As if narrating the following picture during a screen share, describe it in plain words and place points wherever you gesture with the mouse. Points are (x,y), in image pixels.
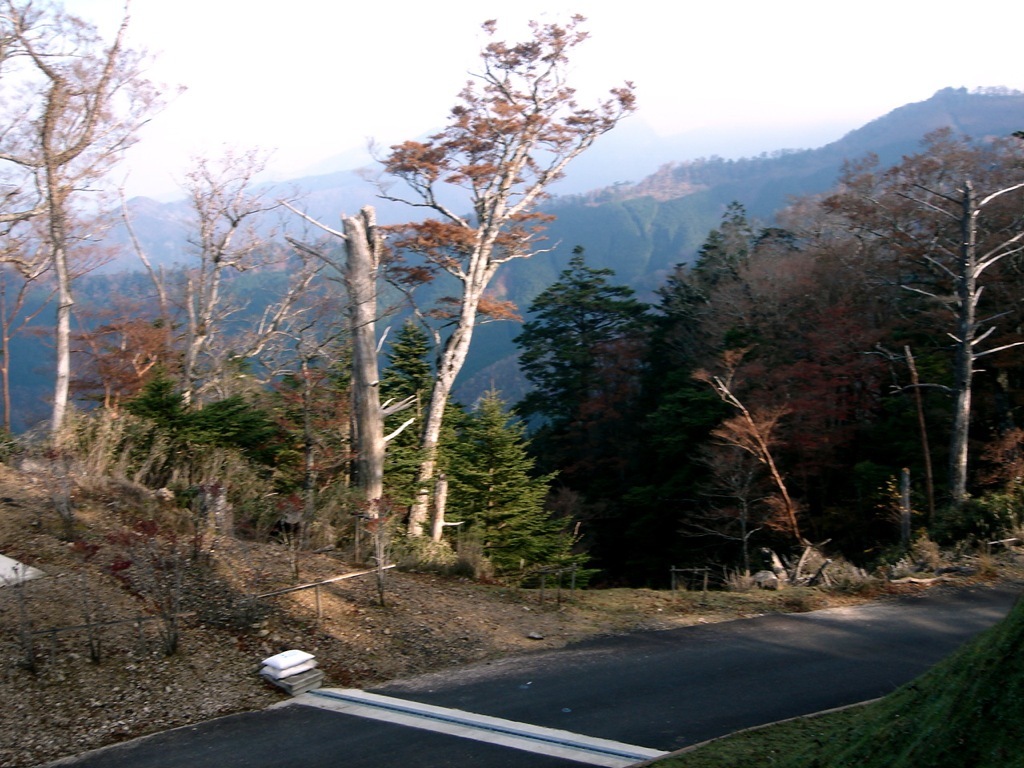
In the picture I can see the road (670,666) at the bottom of the picture (670,666). There are trees (653,354) on the side of the road (595,680). In the background (745,190), I can see the hills (730,190).
